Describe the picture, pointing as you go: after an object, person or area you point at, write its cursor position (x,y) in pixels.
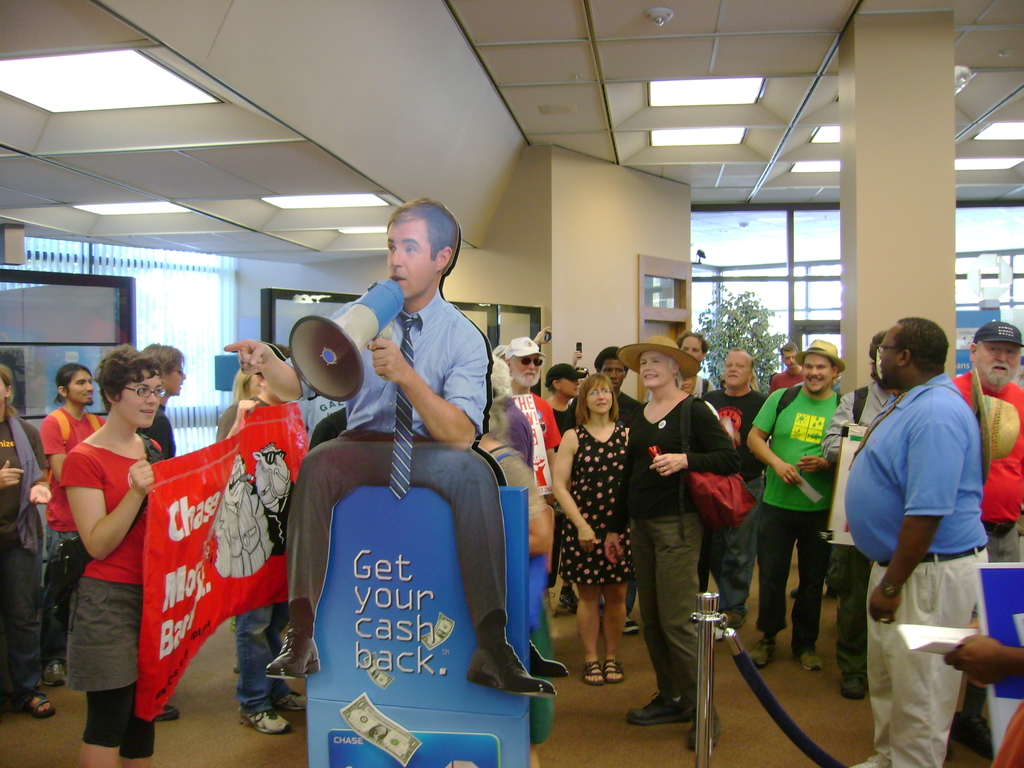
In this image I can see a banner (433,623) in which I can see a person (377,414) wearing blue and black colored dress (449,363) is holding a megaphone (323,369). I can see number of persons (88,481) are standing and I can see few of them are holding red colored banner (246,488) in their hands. I can see a metal pole (707,644), a black colored belt (739,654), the pillar (862,263), the wall (498,243), a tree (729,333), the ceiling (551,64), few lights (58,76) to the ceiling (673,175) and the window (157,254) through which I can see another building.
